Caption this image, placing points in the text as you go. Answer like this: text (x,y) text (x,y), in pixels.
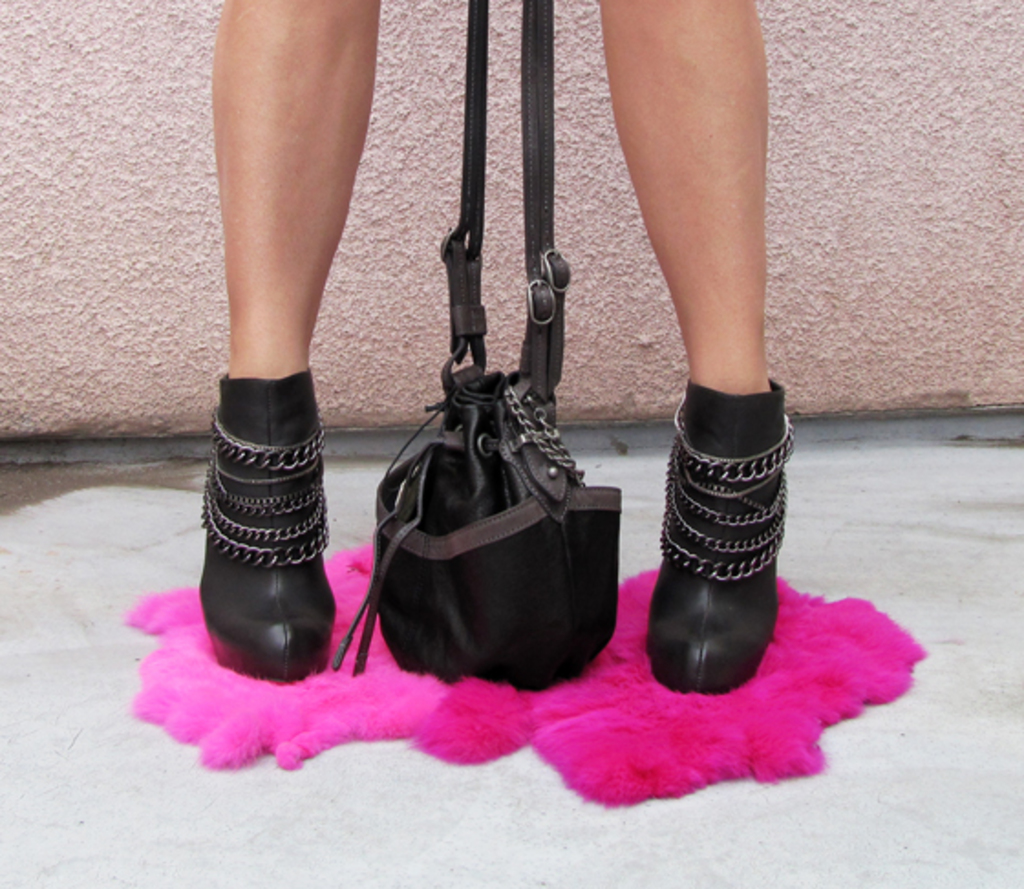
In this picture there are legs (269,113) of a person (658,172). The person (235,260) is wearing boots (692,620). In between the legs (244,204) there is a black handbag (495,563). And the person (244,223) is standing on a cloth (619,719). In the background (833,338) there is wall (857,302).
